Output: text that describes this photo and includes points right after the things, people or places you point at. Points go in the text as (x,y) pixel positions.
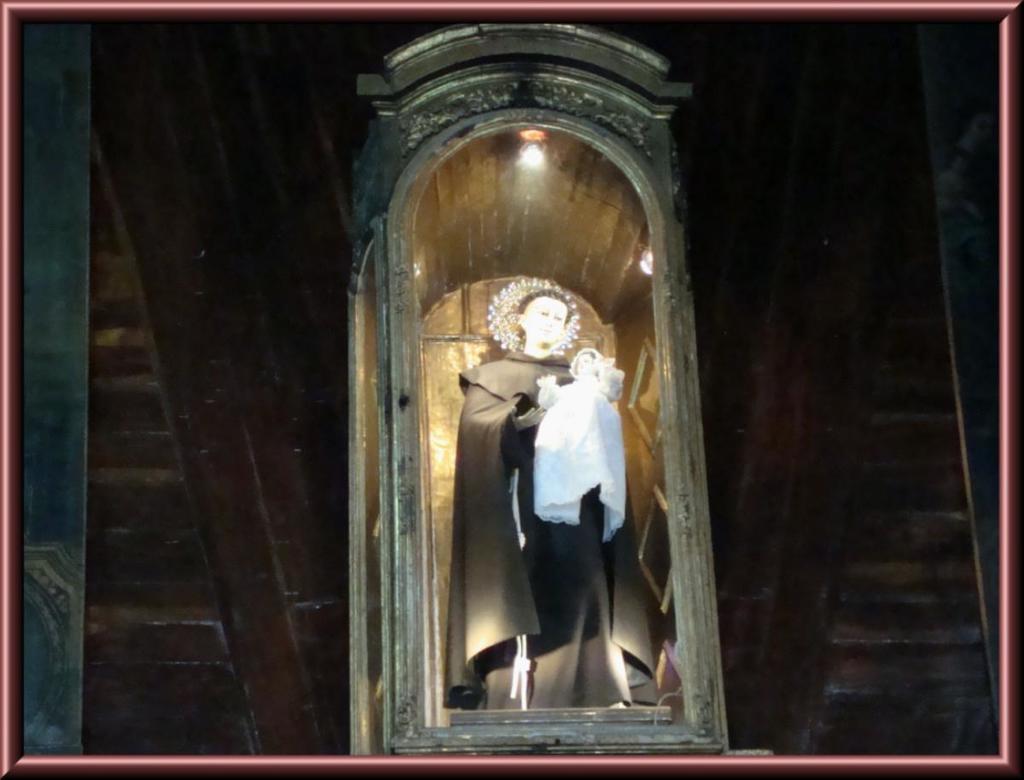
In this image we can see a sculpture (535,420) of two persons (561,430). There are few lights (646,258) attached to the roof (515,188) and wall (635,250). There is a wall (128,679) in the image.
